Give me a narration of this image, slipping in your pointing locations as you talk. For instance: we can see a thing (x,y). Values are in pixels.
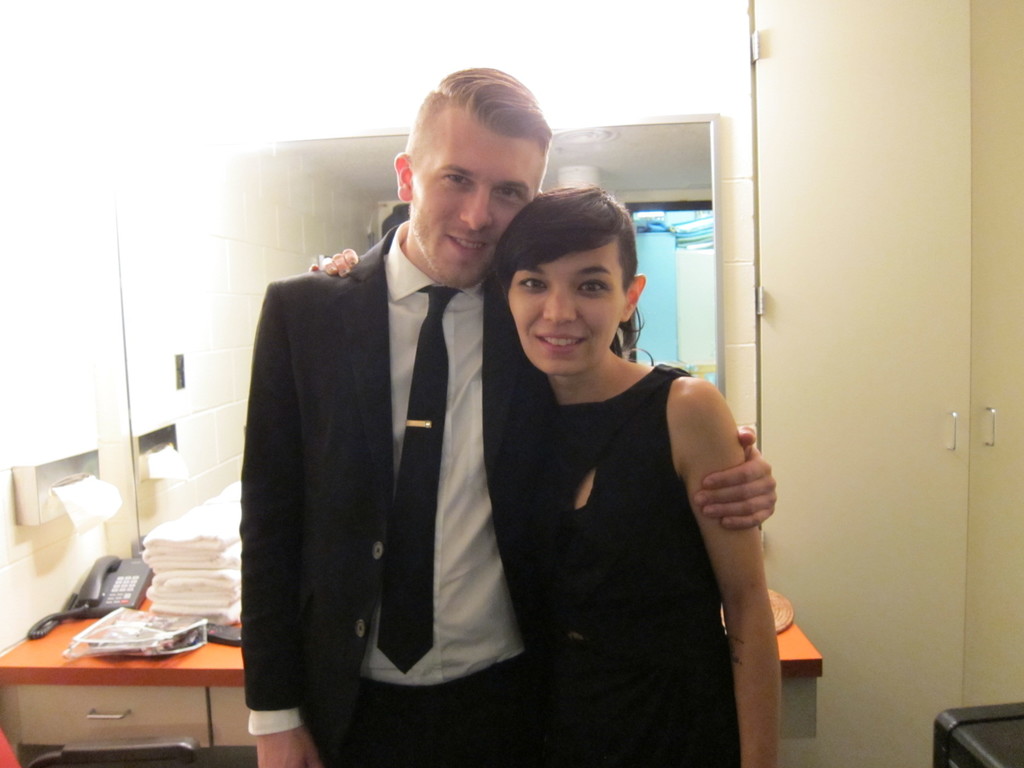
In this picture we can see a boy (422,406) and woman (619,522) standing beside each other, Boy (331,493) wearing black coat (298,545) and white shirt (454,604) and girl (654,541) wearing black gown (640,594). Behind them there is a table (73,630) on which white towels (183,534) and telephone (105,606) is placed. white Brick wall (220,292) and door passage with wardrobe (898,149) on the right side (879,324).
